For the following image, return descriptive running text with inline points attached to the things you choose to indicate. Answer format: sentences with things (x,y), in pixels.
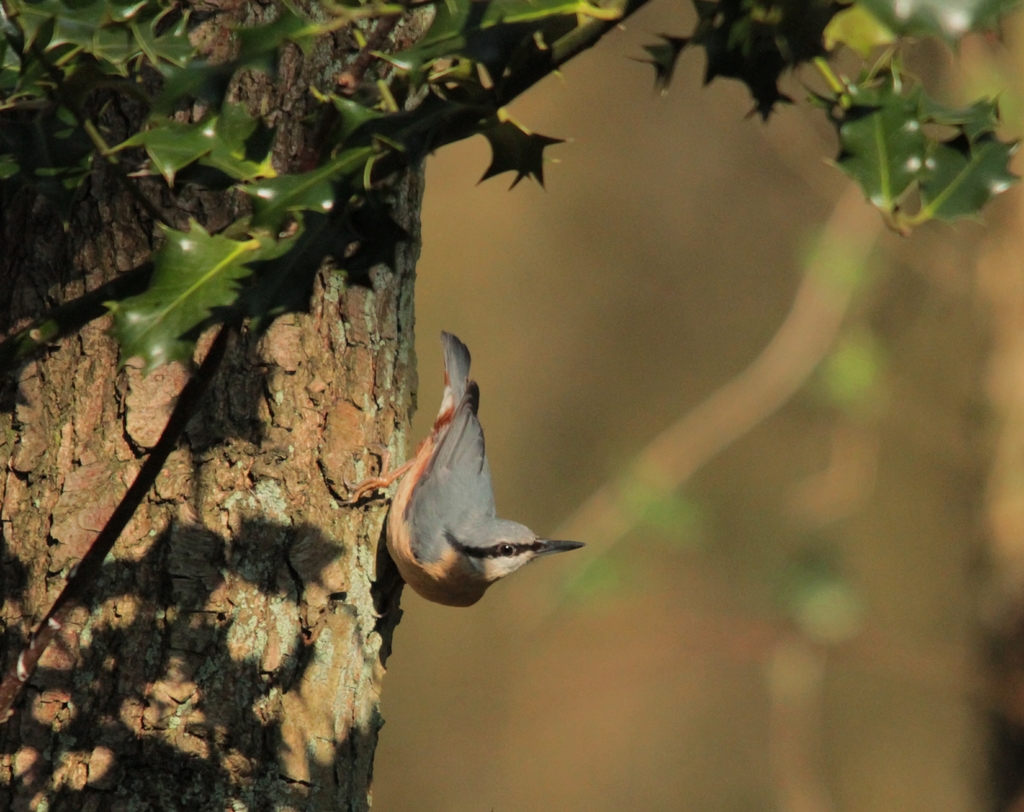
In the center of the image (421,527) there is a bird (425,512) on the tree (229,357).
